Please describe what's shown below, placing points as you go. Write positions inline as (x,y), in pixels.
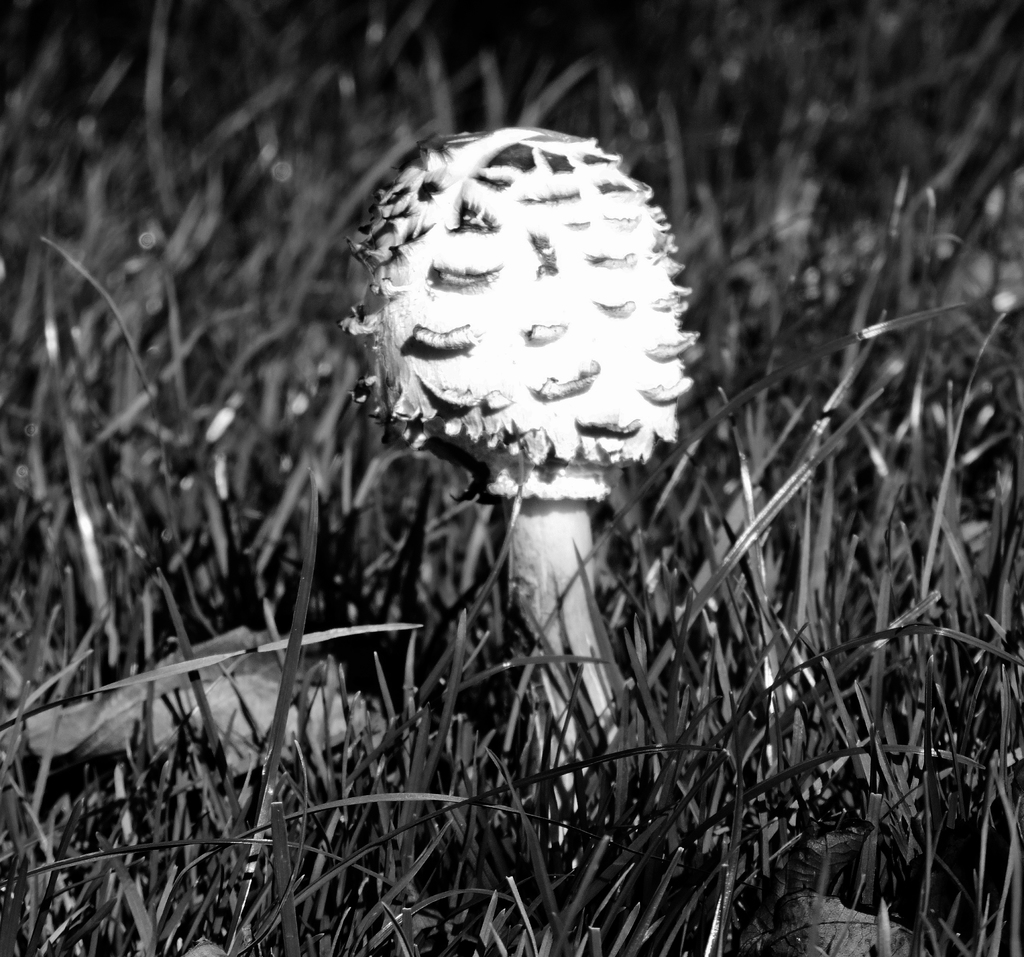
This image consists of a mushroom (541,395) in white color. At the bottom (852,823), there is grass (876,750).
